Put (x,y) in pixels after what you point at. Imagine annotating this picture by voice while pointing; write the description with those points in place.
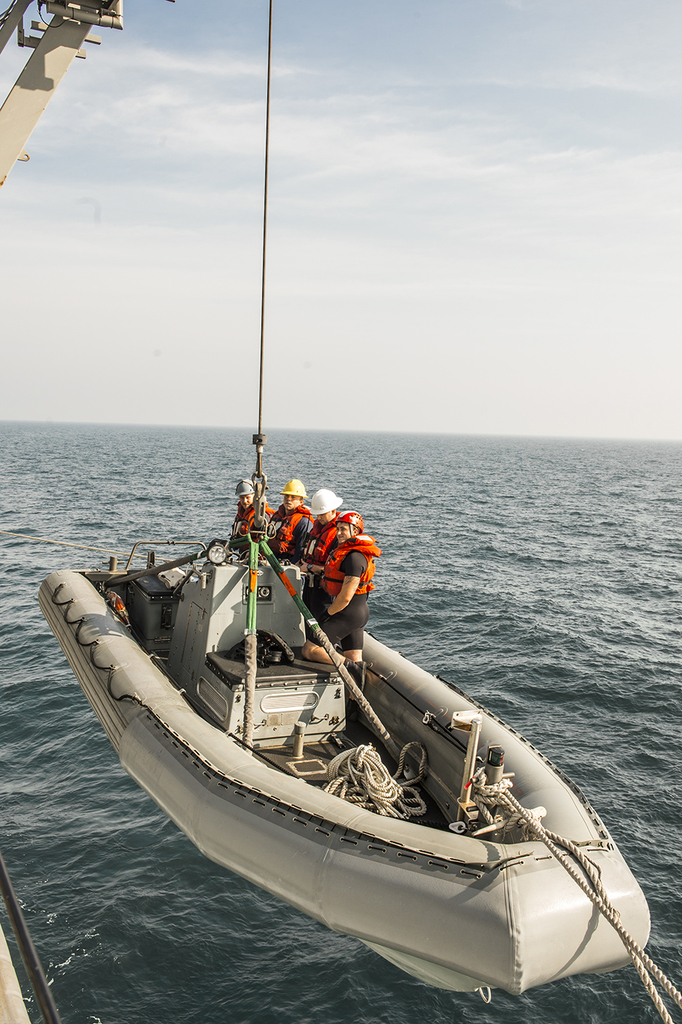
In this picture we can observe a boat (335,701) hanging to the crane (19,143). There are four members (315,529) wearing life jackets (290,523) and helmets (343,516) in the boat (243,560). In the background (277,506) there is an ocean (486,518) and a sky (314,289).
